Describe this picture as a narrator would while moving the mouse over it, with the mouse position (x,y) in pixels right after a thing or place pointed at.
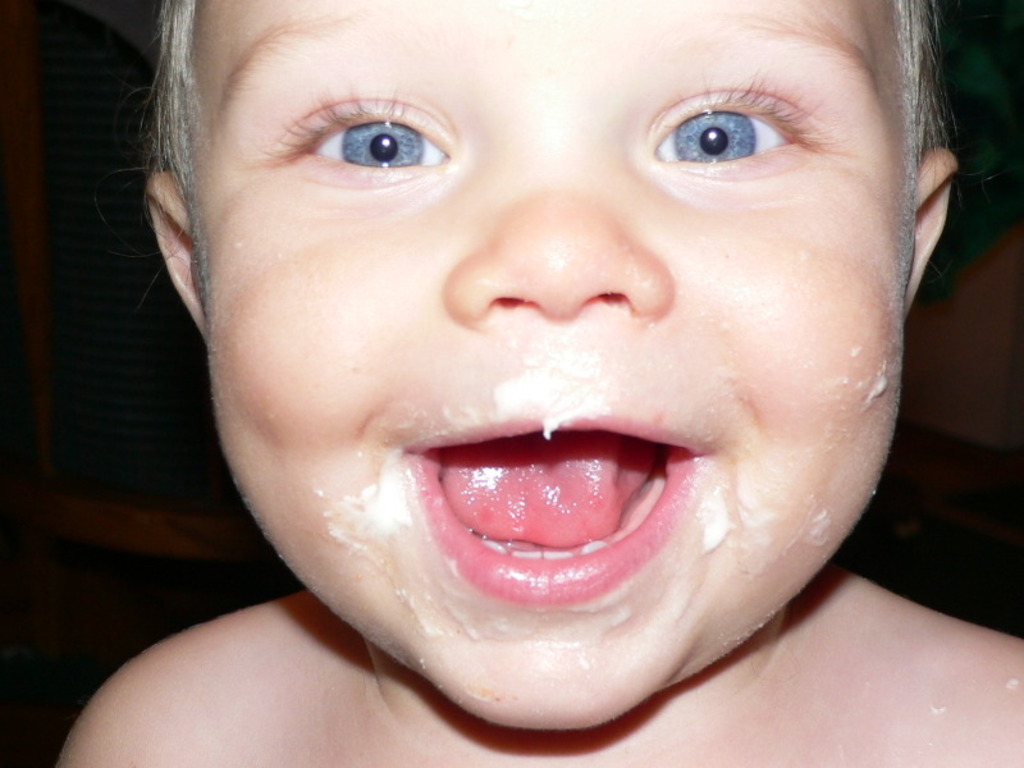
In this image I can see a little boy (565,254) has opened his mouth (569,500).
